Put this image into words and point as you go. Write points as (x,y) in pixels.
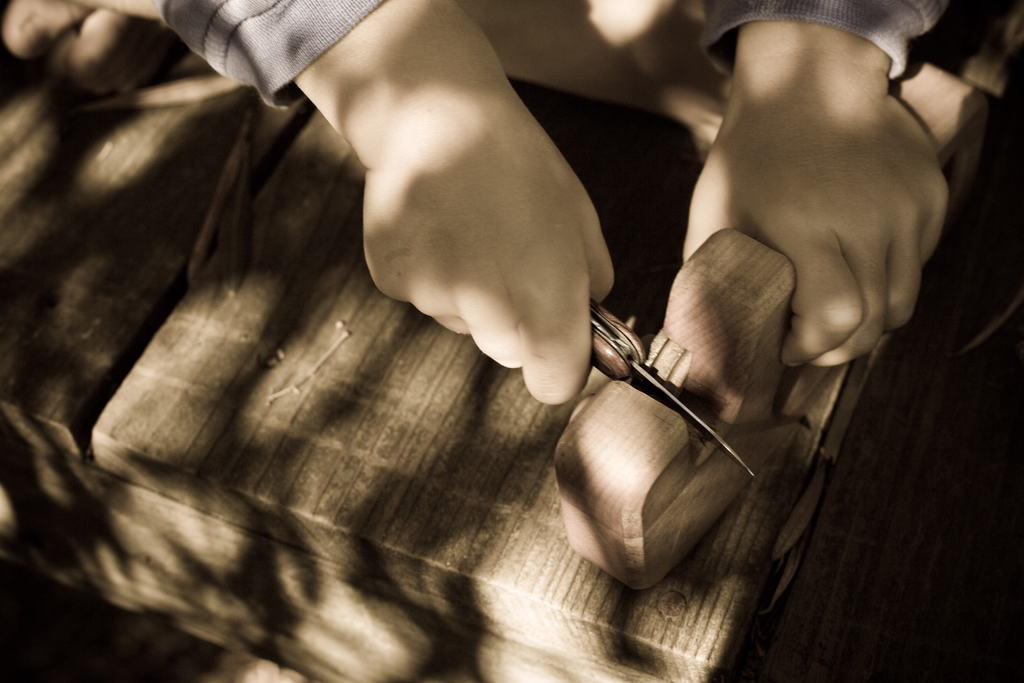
In this picture we can see the hands (575,276) of a person (587,279) holding a knife (667,393) and wooden object (706,365). Looks like a person (600,281) is cutting an object (702,501).
